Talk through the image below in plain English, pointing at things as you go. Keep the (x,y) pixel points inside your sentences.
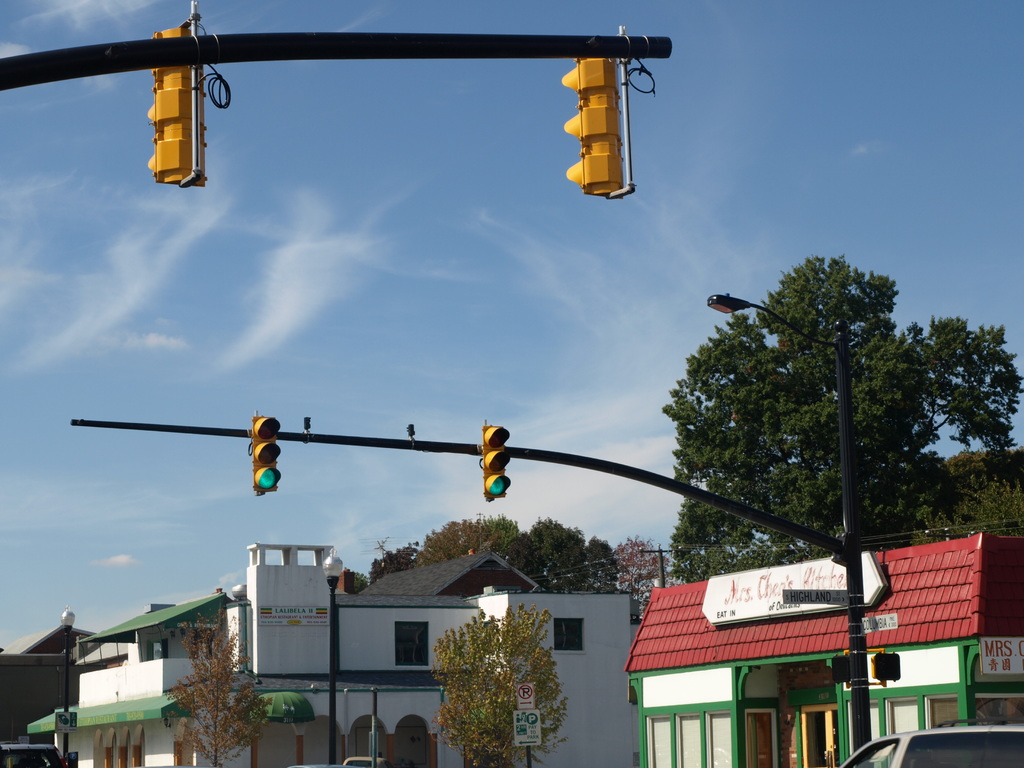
In the foreground of this image (615,72), there are traffic poles (852,547) and at the bottom left (44,749) and right, it seems like vehicle (926,759). In the background (349,585), there are trees (585,585) and building (831,653). At the top (364,198), there is the sky (359,198).
